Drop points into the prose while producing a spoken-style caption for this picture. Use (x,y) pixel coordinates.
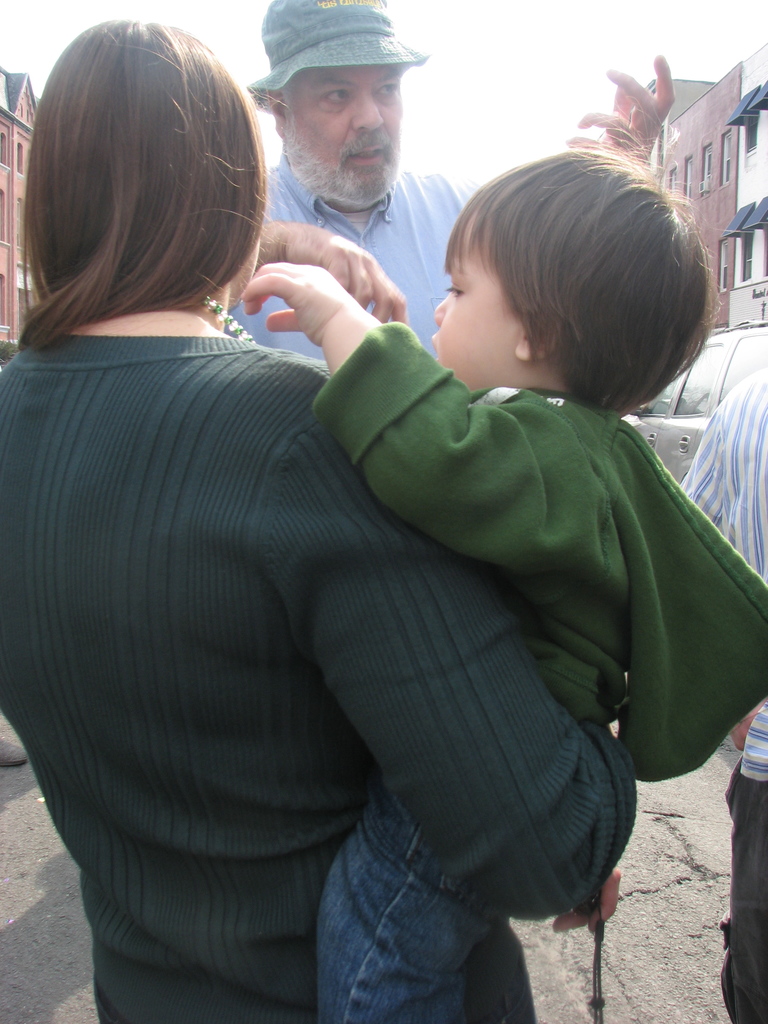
In this image we can see there is a woman (308,635) holding baby (693,739), behind her there is a man (284,3) standing and speaking to her, also there are so many buildings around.
